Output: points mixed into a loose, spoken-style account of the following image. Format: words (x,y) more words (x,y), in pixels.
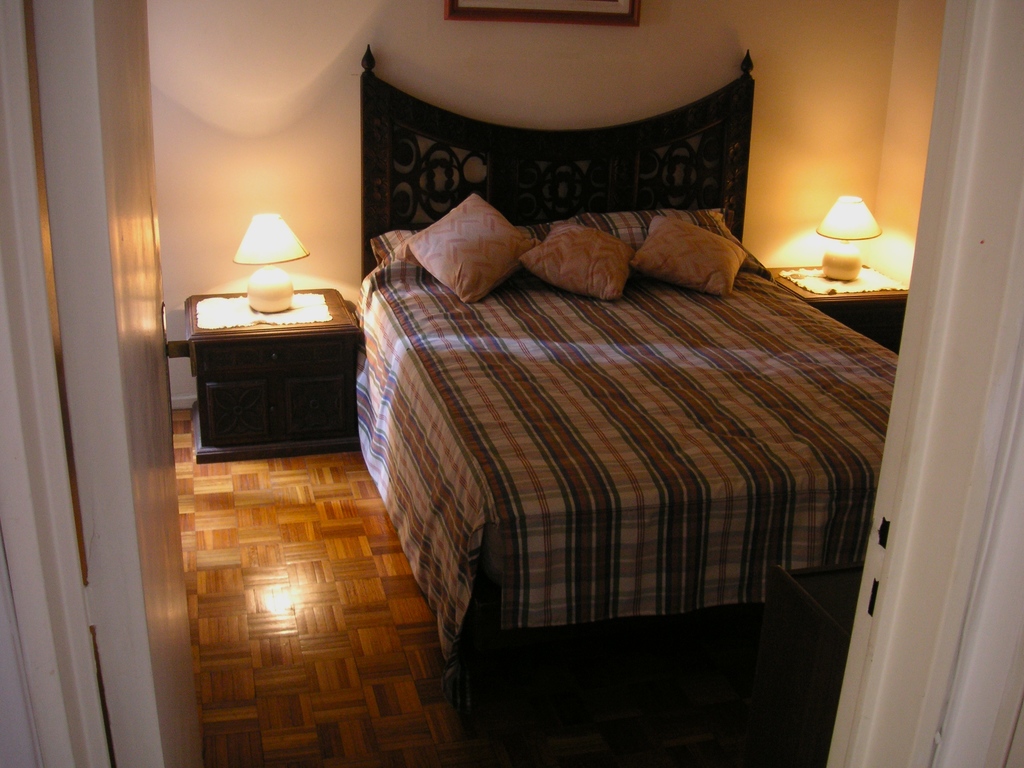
In this picture we can see a room (798,36) and in middle (470,324) we can see a bed (436,456) on bed (604,243) we have pillows (651,253), bed sheets (656,372) beside to this bed (549,178) we have lamp (850,224), rack (282,417) and in background (267,96) we can see wall (679,45) and frame (506,13) on that wall (259,147).
